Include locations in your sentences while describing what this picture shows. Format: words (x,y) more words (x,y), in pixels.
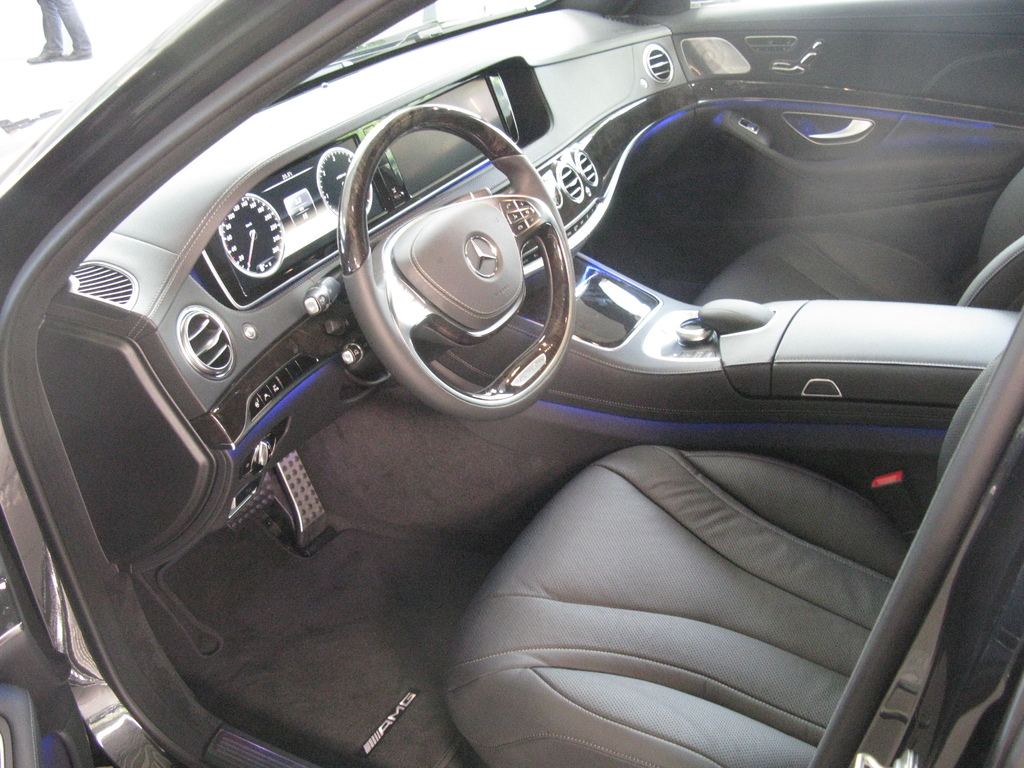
In this image I can see a inner part (516,373) of the car (557,606). I can see seats (564,619), steering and few parts (550,166). It is in ash color. Back I can see a person legs (56,20).
